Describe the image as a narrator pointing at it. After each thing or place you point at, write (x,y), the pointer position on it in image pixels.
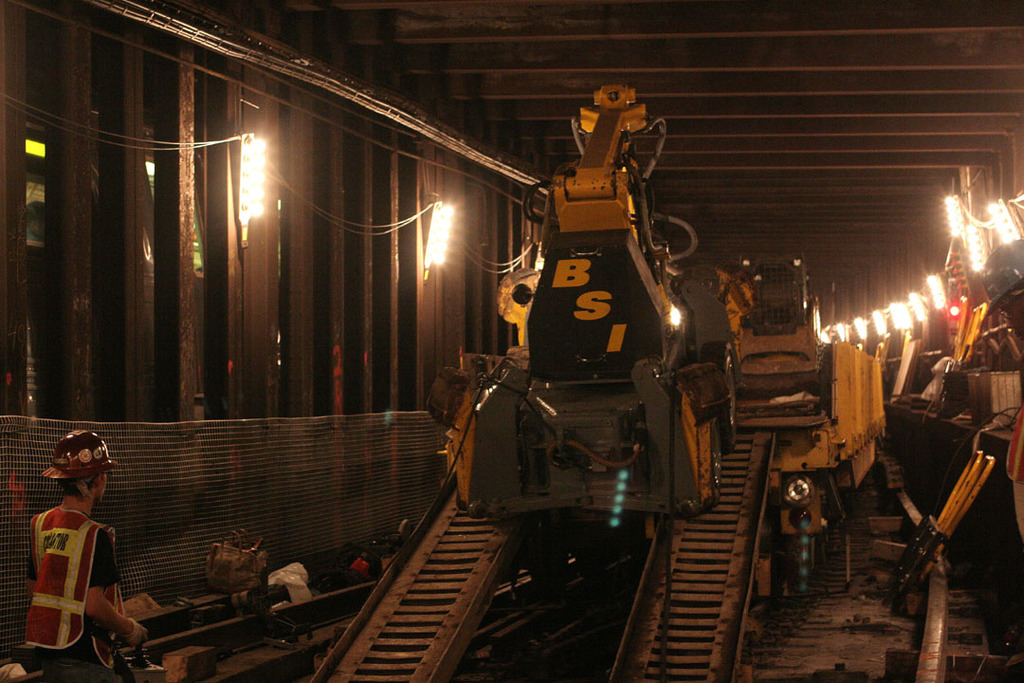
In the middle (544,243) there are machines (720,365) in yellow color. On the left side (112,534) a man (91,582) is there, he wore a helmet (103,453), there are lights (255,215) to the wall (460,258).
